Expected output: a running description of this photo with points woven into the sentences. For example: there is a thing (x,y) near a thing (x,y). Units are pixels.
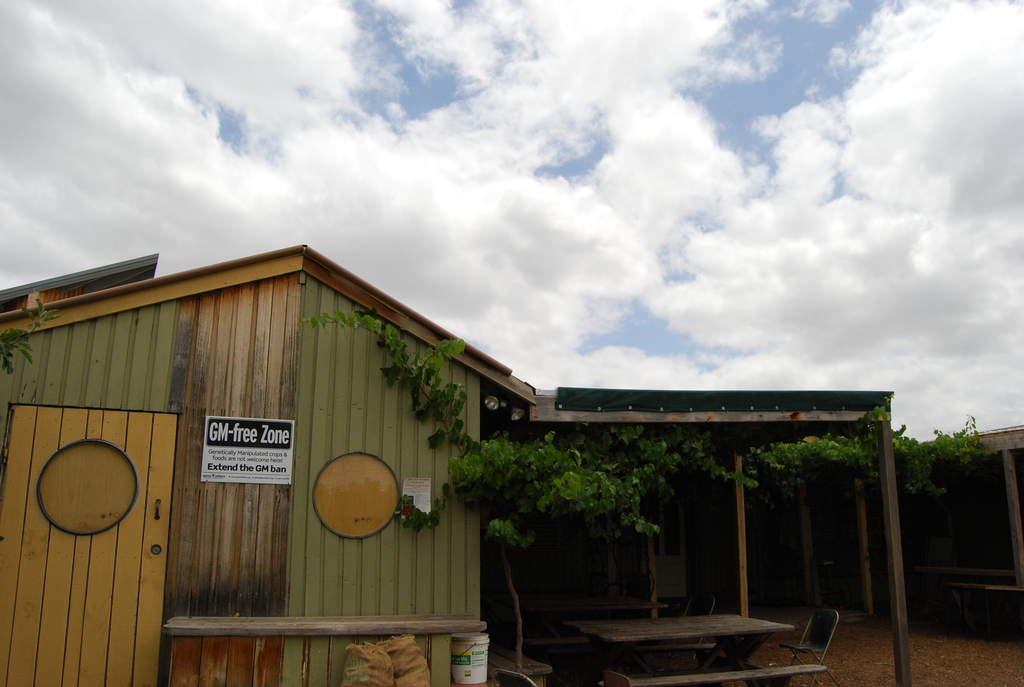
In this image I can see a wooden house (530,545) with wooden pillars (744,488) and a plant (538,504) and at the top of the image (395,80) I can see the sky (426,80).
